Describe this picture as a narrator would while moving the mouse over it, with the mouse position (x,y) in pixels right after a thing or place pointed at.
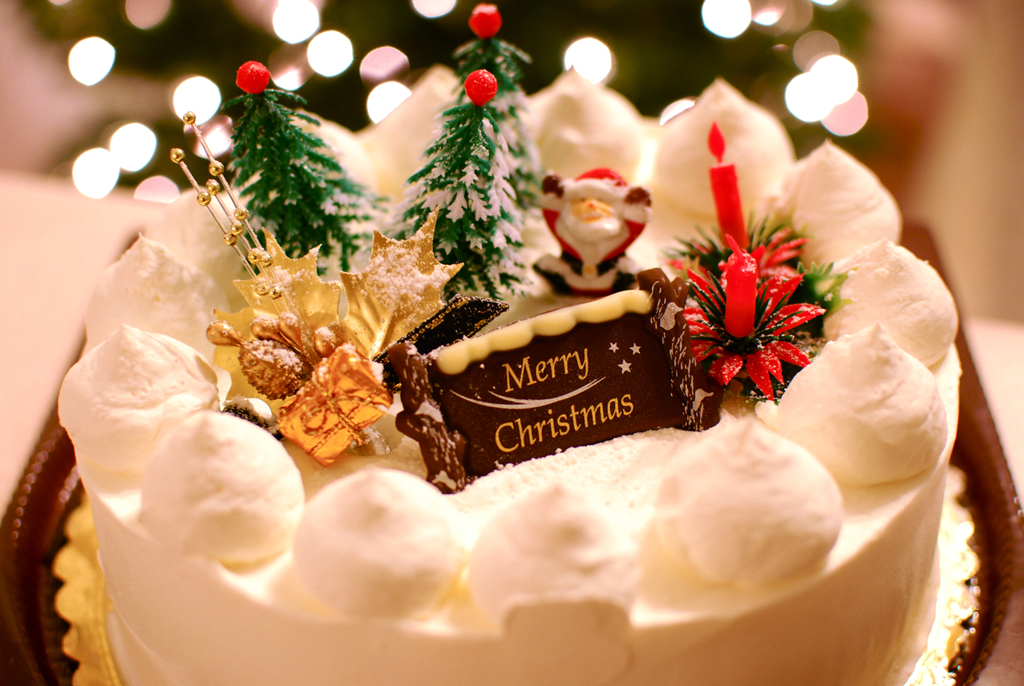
In the center of the image (576,356) there is a cake (609,449) placed on the table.
